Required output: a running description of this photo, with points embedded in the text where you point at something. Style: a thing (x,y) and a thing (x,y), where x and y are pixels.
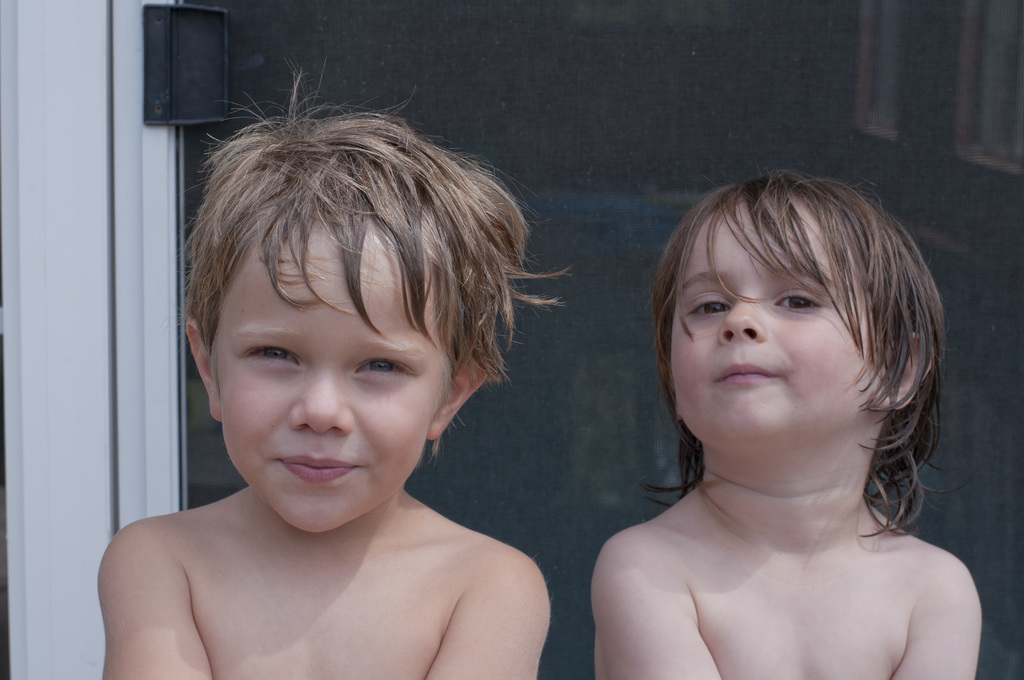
In this image we can see two children (814,345). On the backside (534,310) we can see a glass door (678,138).
